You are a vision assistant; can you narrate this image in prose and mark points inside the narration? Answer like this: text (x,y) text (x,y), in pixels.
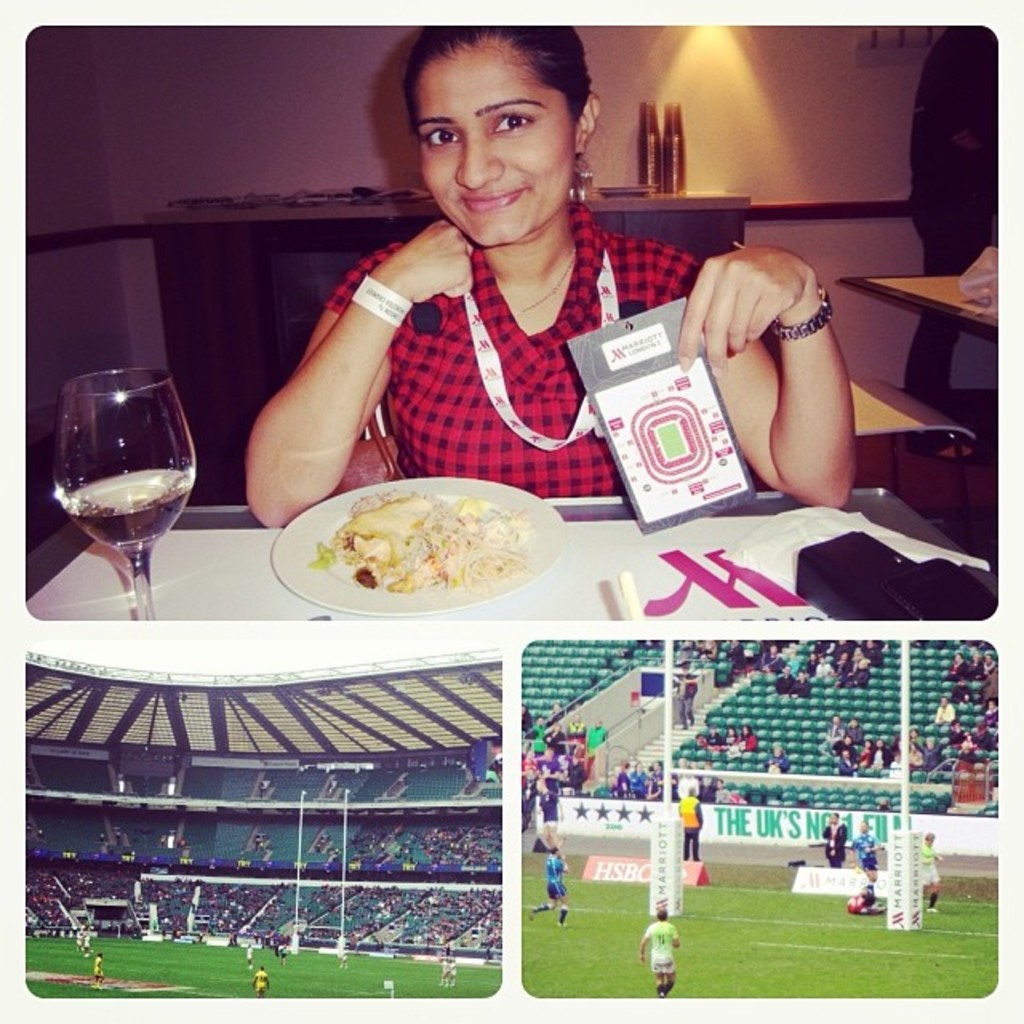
In the picture we can see three photographs (513,288), in the first image we can see a woman (685,280) sitting in the chair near the table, on the table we can see a plate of food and beside we can see a glass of wine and she is holding her ID card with a tag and in the second image we can see a stadium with grass surface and players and audience (39,900) and in the third image also we can see a stadium (872,733) from close.
